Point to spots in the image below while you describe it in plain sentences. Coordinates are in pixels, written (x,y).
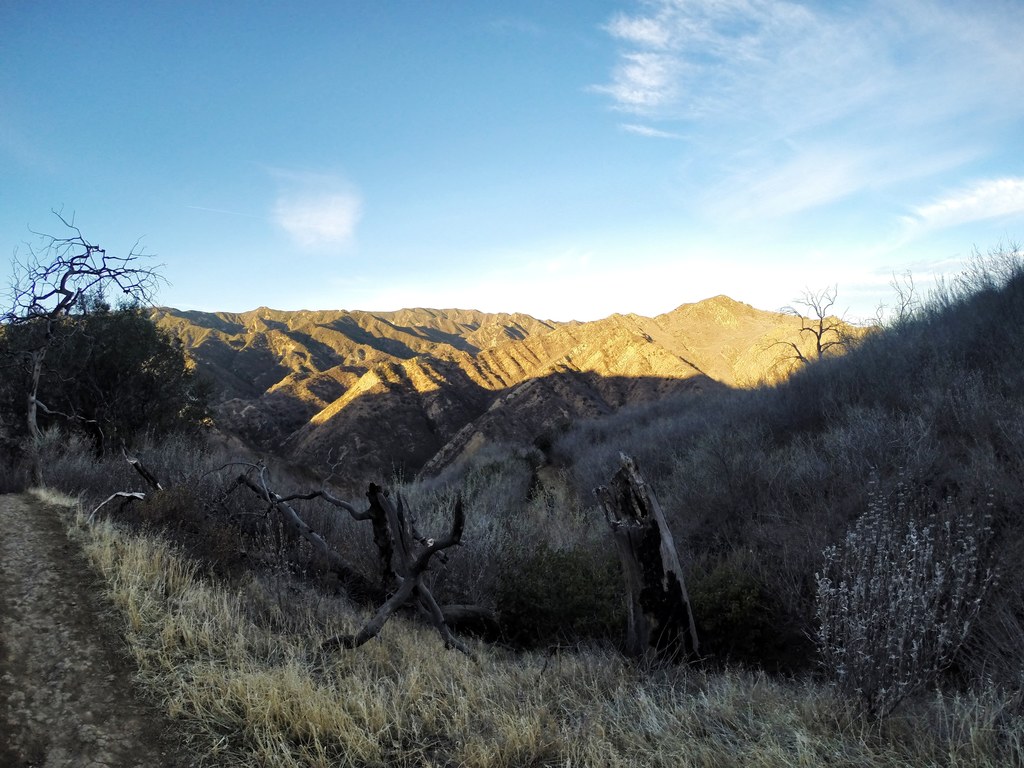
Here we can see grass (467,678), plants (705,557), and trees (86,416). There is a mountain (685,336) and this is sky (674,194).
